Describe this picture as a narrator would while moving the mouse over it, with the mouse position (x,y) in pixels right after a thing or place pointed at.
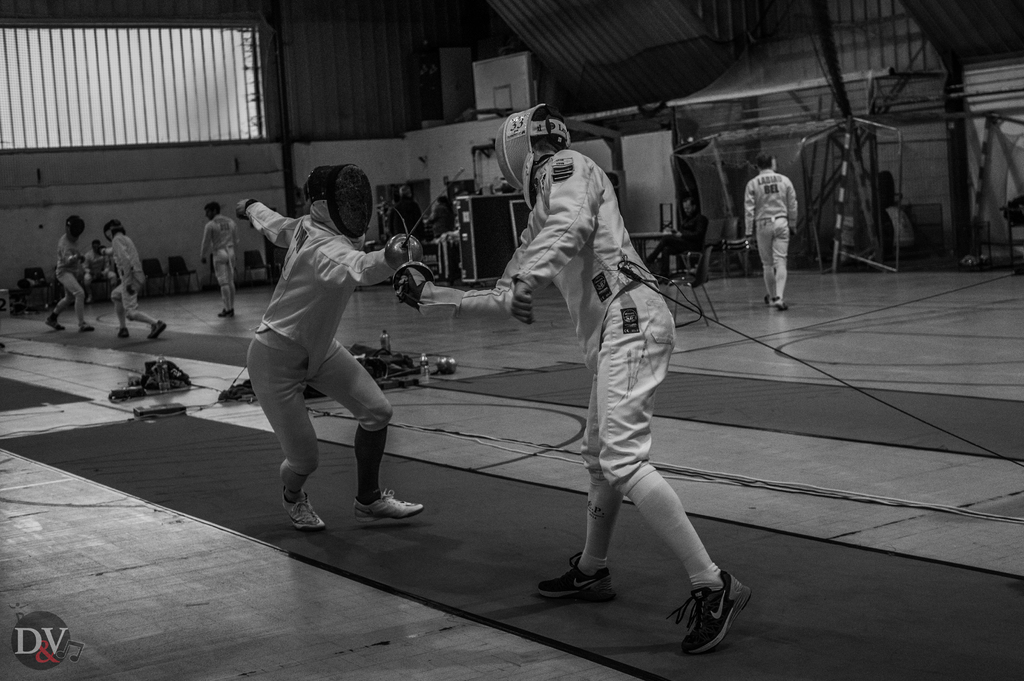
In this picture we can see a few people (597,276) holding swords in their hands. We can see some objects (149,369) on the floor (706,325). There are few chairs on the left side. We can see a man (687,225) sitting on a chair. There is a steel roofing sheet (549,53) on top (540,27).
